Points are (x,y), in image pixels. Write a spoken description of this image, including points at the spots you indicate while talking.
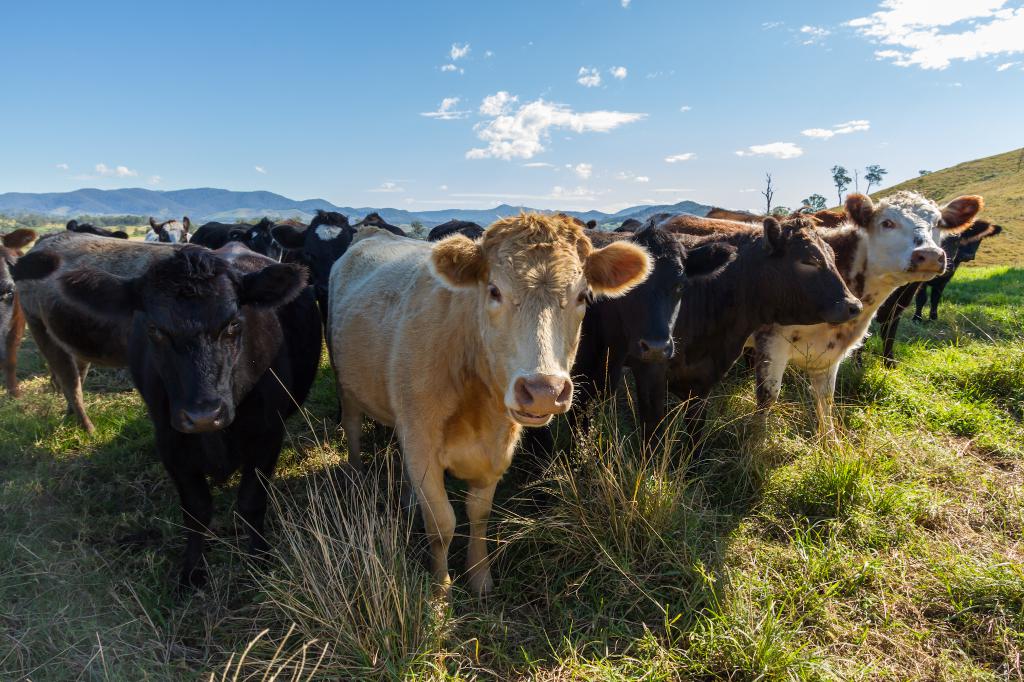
In this picture we can see a group of cows (537,231) on grass (595,574), trees (880,179), mountains (37,203) and in the background (697,189) we can see the sky (510,111) with clouds (906,46).
